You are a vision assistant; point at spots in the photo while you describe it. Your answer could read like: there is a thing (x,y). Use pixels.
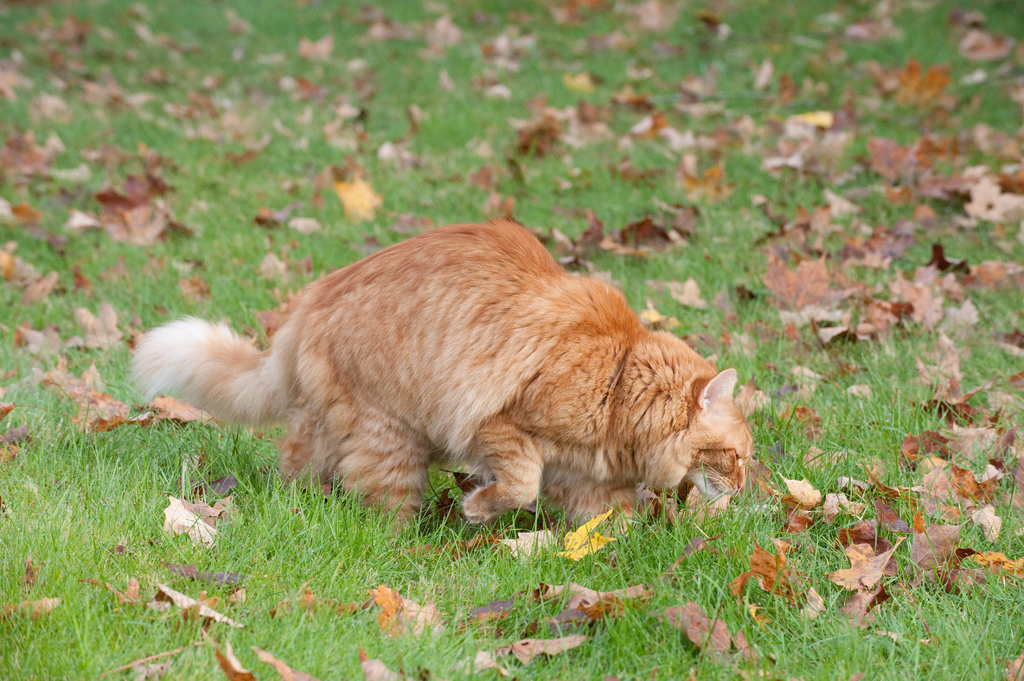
In this image a cat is walking on the grassland (552,565) having few dried leaves (541,641) on it.
